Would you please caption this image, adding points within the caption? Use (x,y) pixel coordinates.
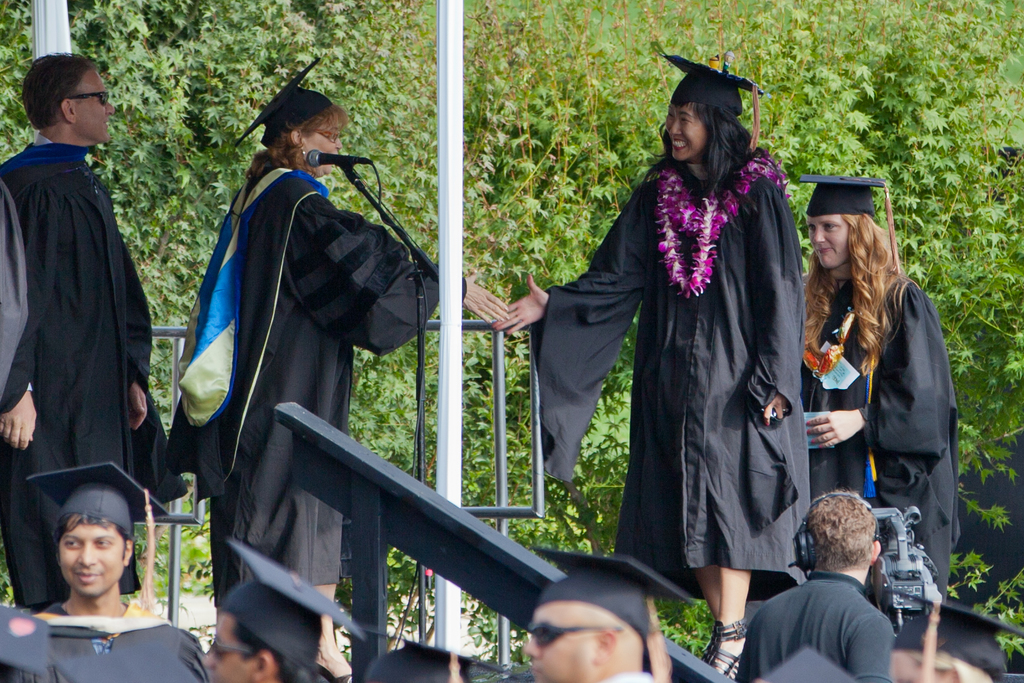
In this image we can see some persons (328,263), microphone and other objects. In the background of the image (691,4) there are some plants (514,42) and trees (670,76). At the bottom of the image (56,673) there are some persons (649,591), railing (513,611) and other objects (933,602).
